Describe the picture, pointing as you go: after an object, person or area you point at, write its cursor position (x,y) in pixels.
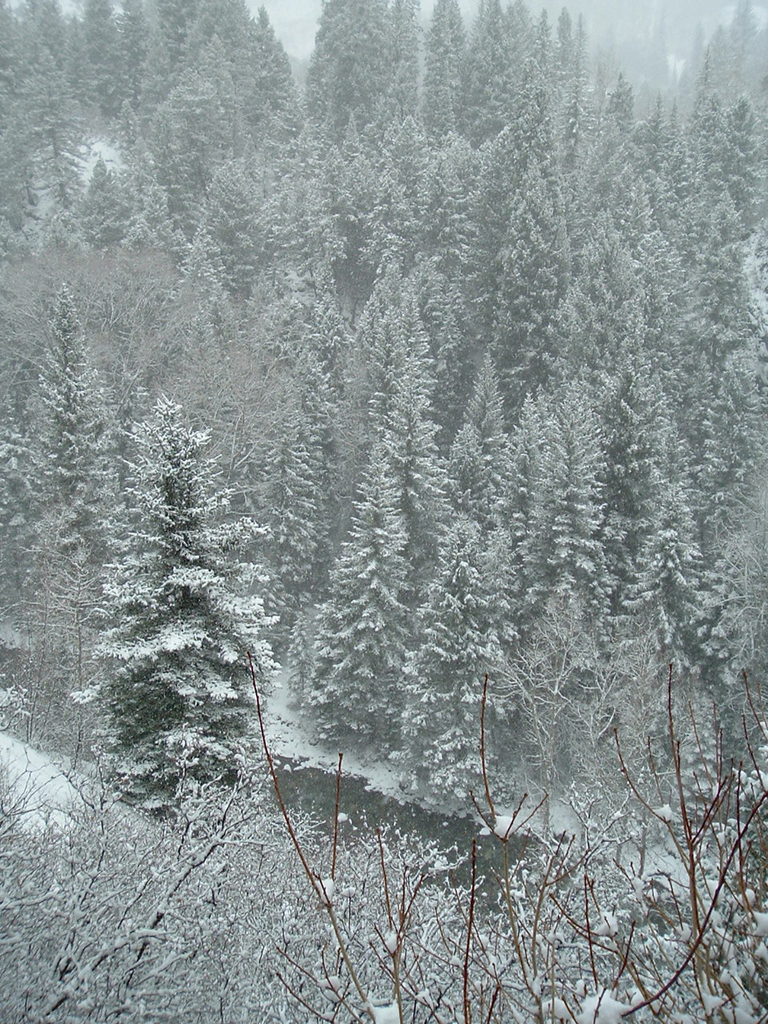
In this image there are trees (366,216) fully covered with snow (411,843).
